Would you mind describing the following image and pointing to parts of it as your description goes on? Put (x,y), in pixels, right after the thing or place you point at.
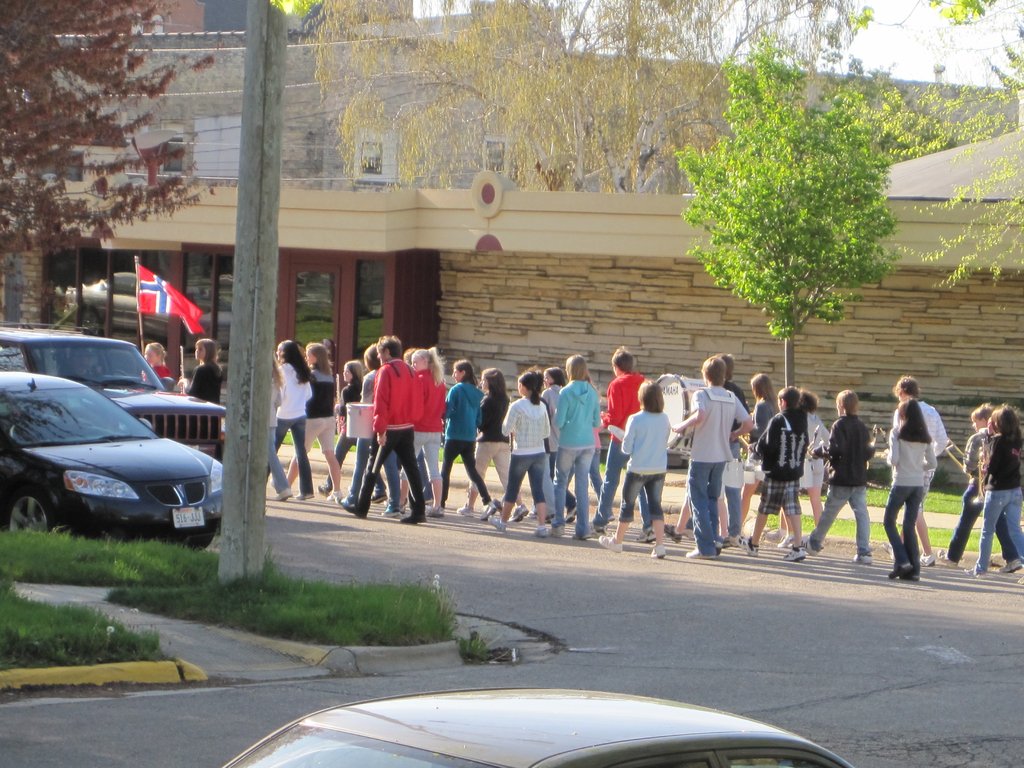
In this image we can see vehicles (480,723) on the road (348,696). There are many people (327,383) walking. One person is holding a flag (147,304) with a pole (143,321). On the ground (131,577) there is grass (240,595). Also there is a pole (264,454). In the background (513,125) there are trees (790,194). Also there is a building (326,195).
